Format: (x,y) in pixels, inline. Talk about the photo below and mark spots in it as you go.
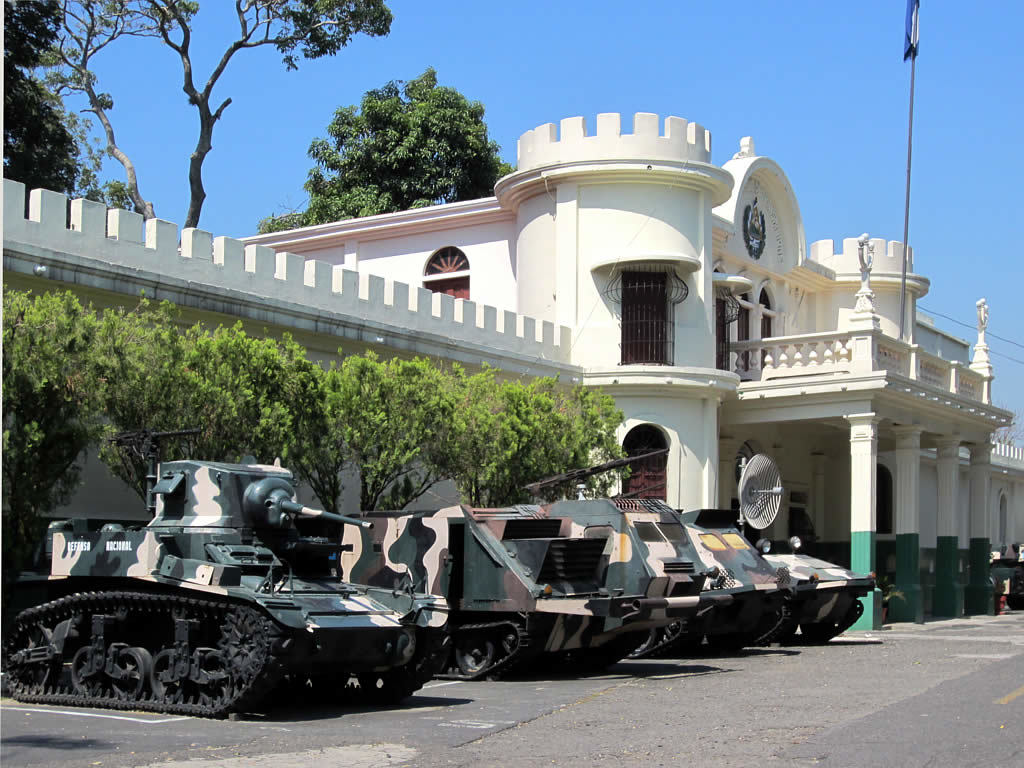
In this image I can see the building (826,349). In-front of the building (343,303) I can see the trees (313,417) and military vehicles (427,586). In the background (257,12) I can see few more trees (325,200), flag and the blue sky (701,95).
